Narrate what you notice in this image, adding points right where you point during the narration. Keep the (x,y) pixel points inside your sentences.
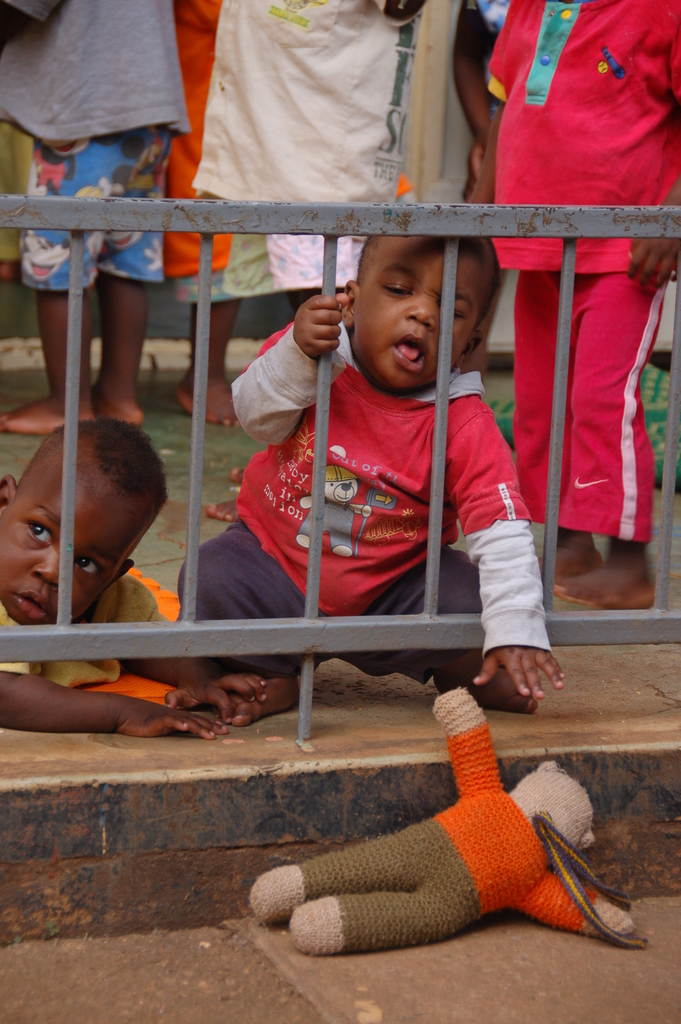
In this image two kids (57,719) are behind the fence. A toy (309,912) is on the floor (438,949). Few persons (298,277) are standing behind the fence (439,454).
